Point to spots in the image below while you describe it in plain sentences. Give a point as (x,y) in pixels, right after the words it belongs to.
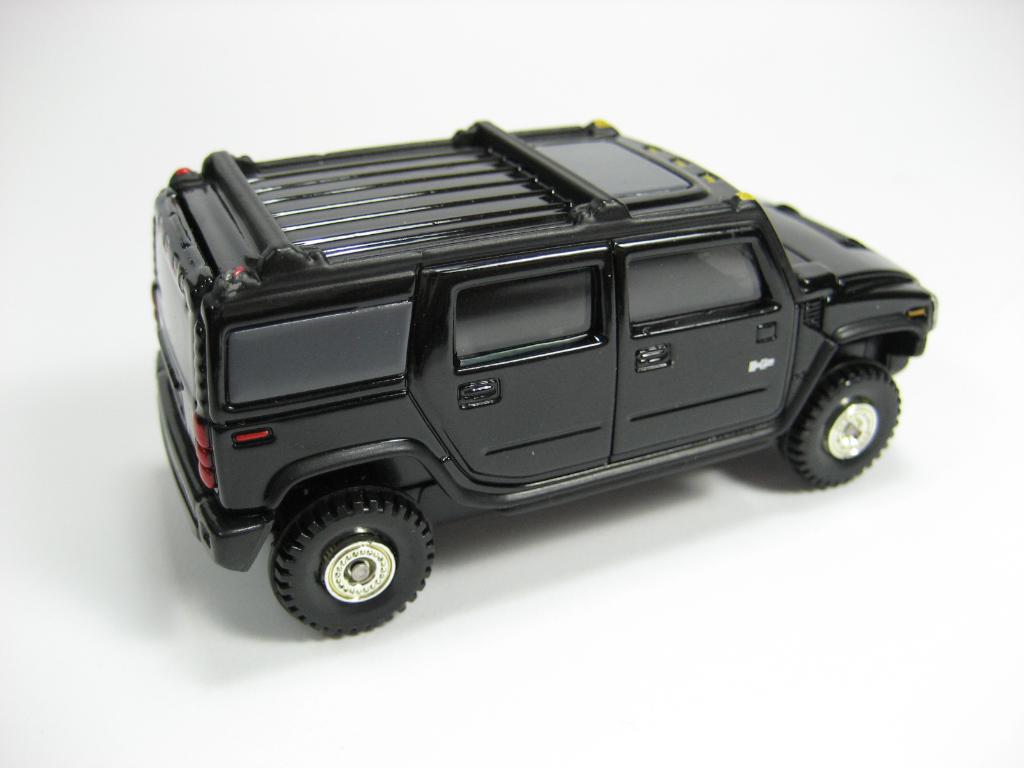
In this picture we can see a black color jeep (589,450) here, there is a white color background (360,70).
